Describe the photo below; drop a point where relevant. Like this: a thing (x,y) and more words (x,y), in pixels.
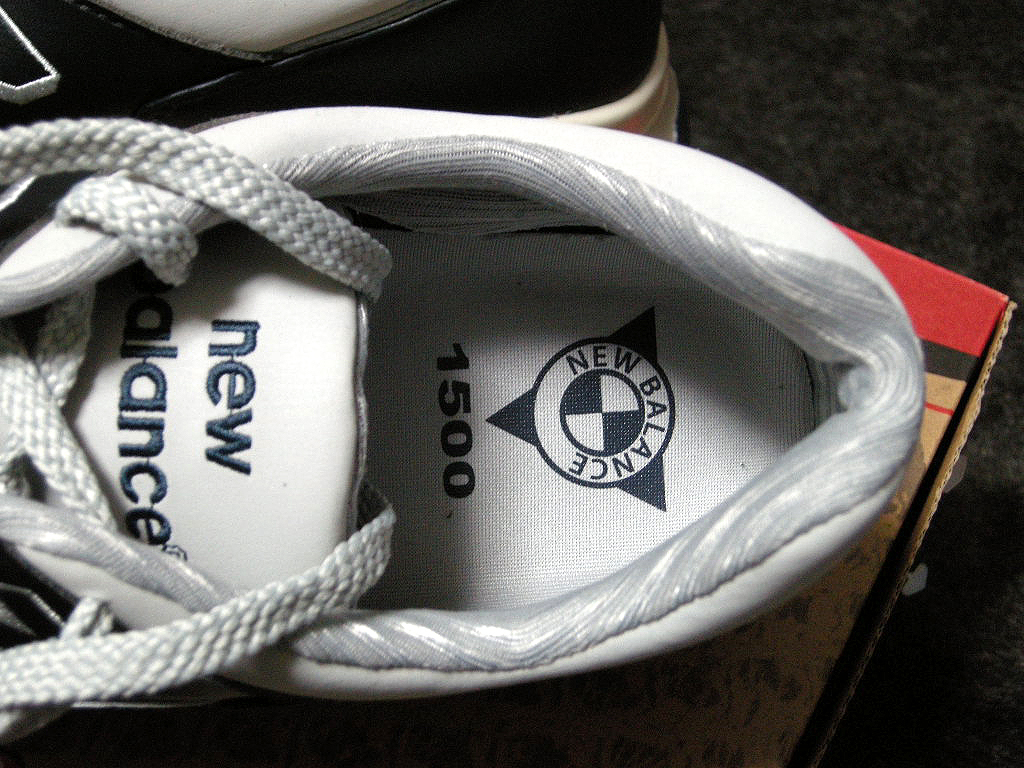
In this image, I can see a shoe (482,552) on a cardboard box (861,587). At the top of the image (223,90), there is another shoe (443,100) on an object (810,112).
